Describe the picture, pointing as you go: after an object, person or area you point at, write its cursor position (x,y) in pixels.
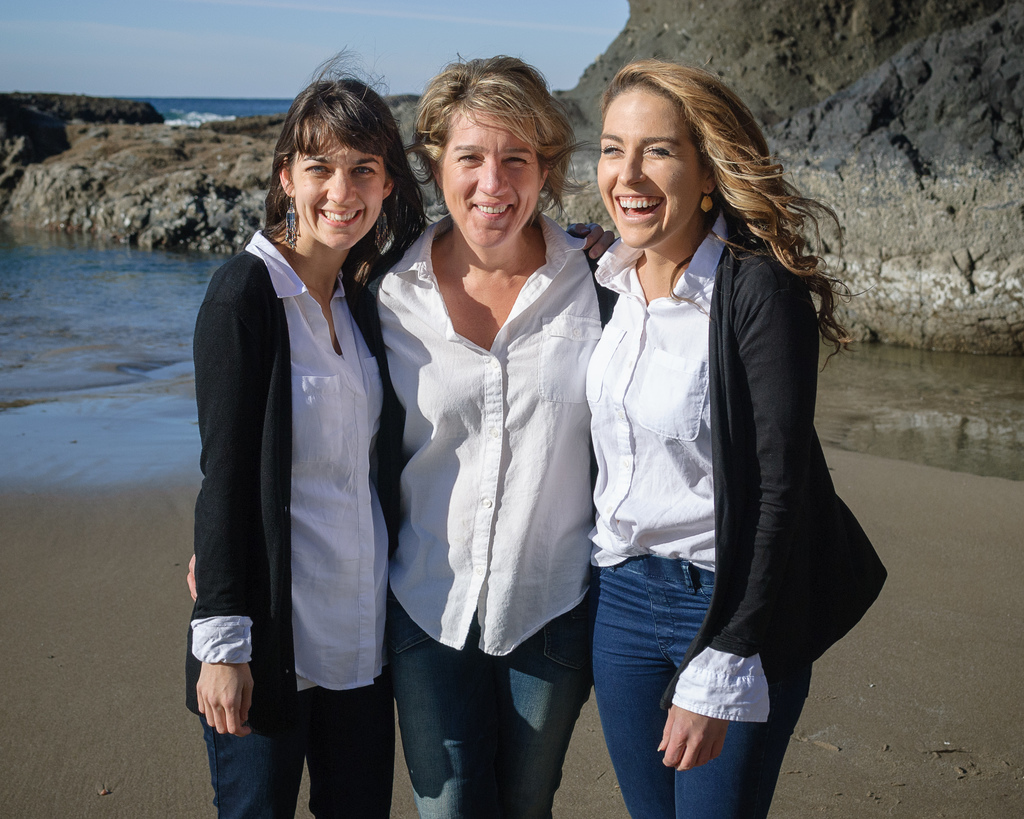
Here we can see three women (507,472) and they are smiling. In the background (24,168) we can see water (71,304), rock (953,285), and sky (311,65).
